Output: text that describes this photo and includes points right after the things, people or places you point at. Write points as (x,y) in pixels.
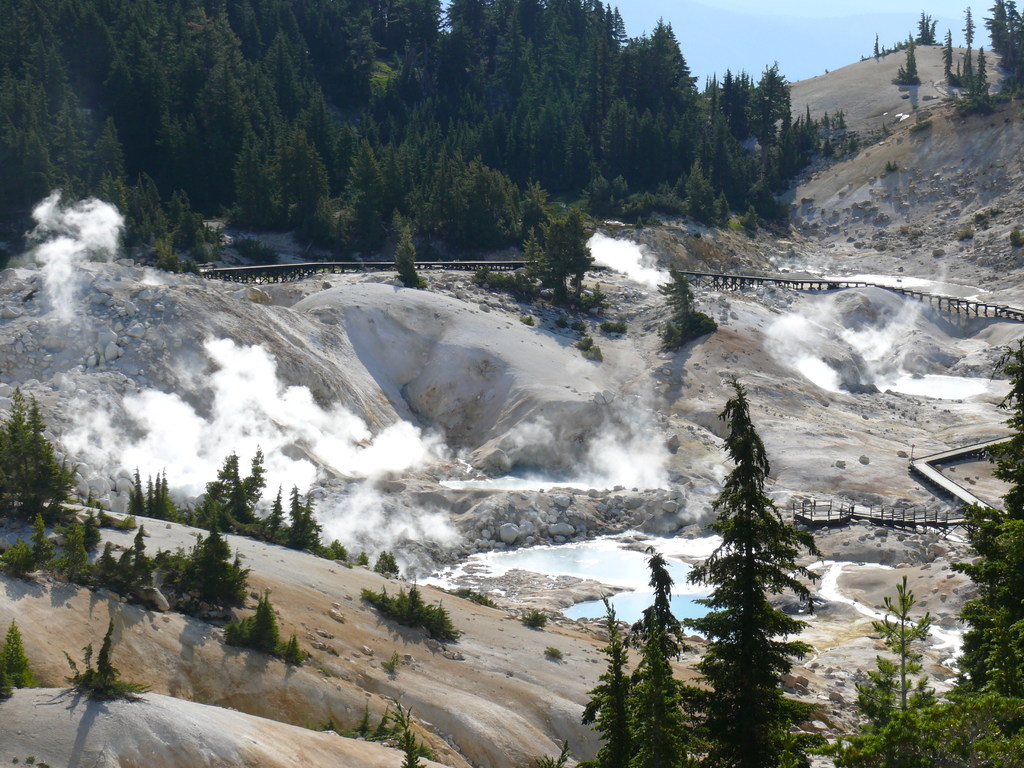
In the picture I can see trees (936,757), stones (517,509), water (864,608), white color smoke (445,446), hills (996,193) and the blue color sky (806,8) in the background (806,23).
